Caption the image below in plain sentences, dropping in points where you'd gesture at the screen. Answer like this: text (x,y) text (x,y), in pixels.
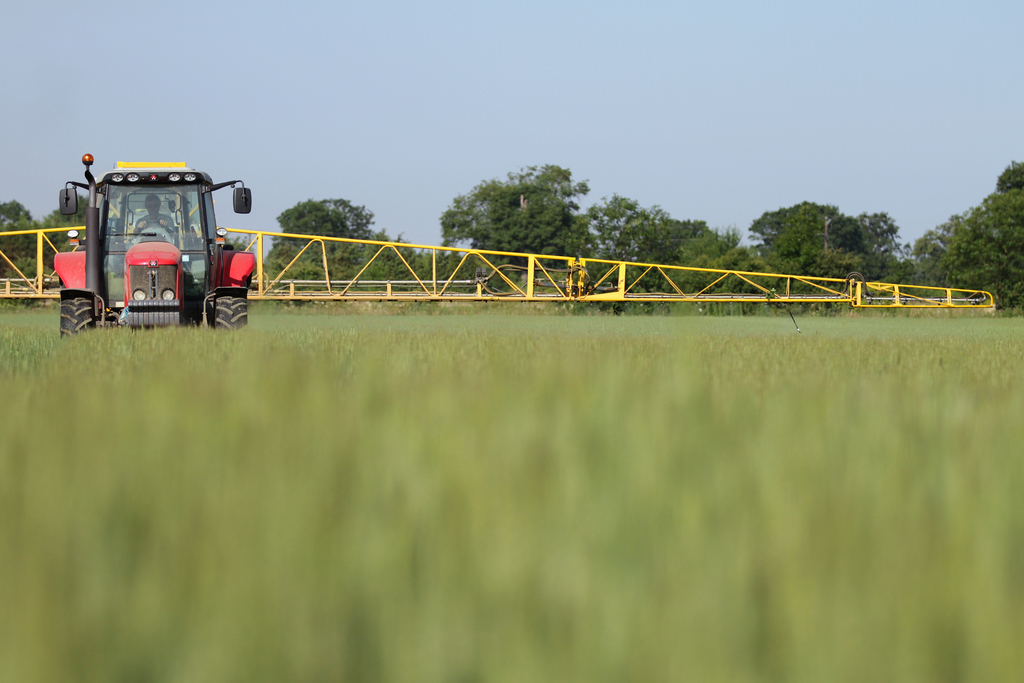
In this image on the left side (150,244) there is one vehicle (141,243), in that vehicle (136,272) there is one person (148,215) who is sitting and at the bottom (228,526) there are some plants (603,370). In the background (507,289) there are trees (915,251), on the top of the image (262,85) there is sky (734,89).
